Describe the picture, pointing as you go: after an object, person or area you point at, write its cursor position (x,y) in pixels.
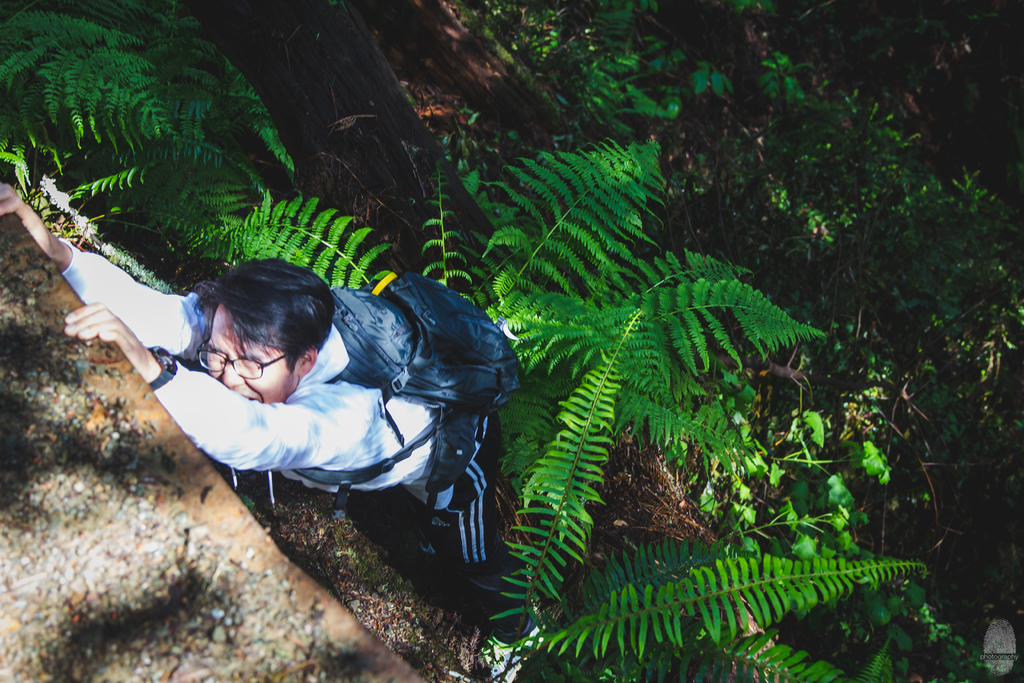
In this picture I can see a man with a backpack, and in the background (637,265) there are trees (407,123) and there is a watermark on the image.
